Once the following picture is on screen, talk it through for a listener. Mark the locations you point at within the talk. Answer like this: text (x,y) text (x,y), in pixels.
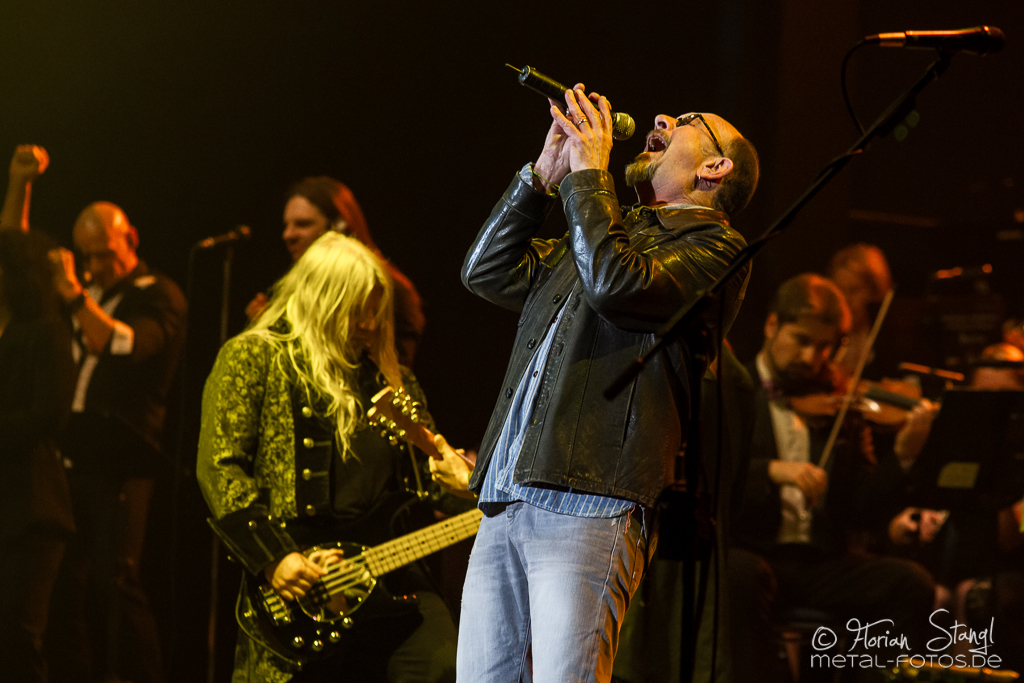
This picture describes about group of musicians (514,303), A man (559,269) is singing with the help of microphone (558,94), and another man (337,439) is playing guitar (401,423), in the background (800,324) we can see couple of people (808,338) playing musical instruments (825,402).
